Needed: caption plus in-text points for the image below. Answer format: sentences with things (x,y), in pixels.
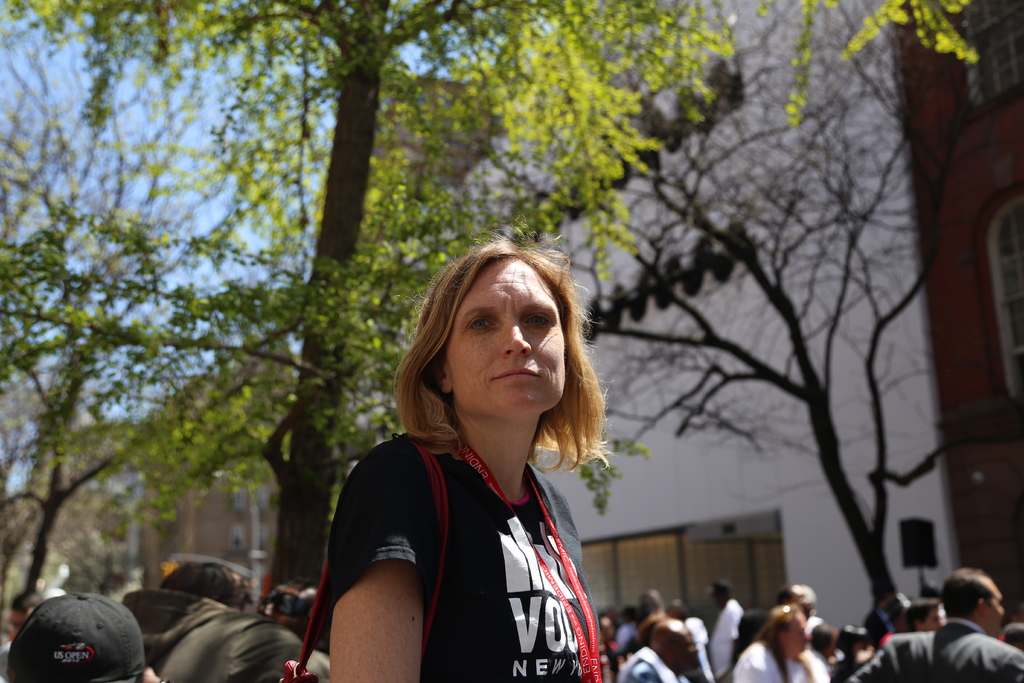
In this image I can see there are few persons (106,610) visible, in the foreground (532,516) I can see a woman (493,558) wearing a black color t-shirt (529,568) and in the middle (360,293) I can see trees (302,226) and the sky (184,211).
